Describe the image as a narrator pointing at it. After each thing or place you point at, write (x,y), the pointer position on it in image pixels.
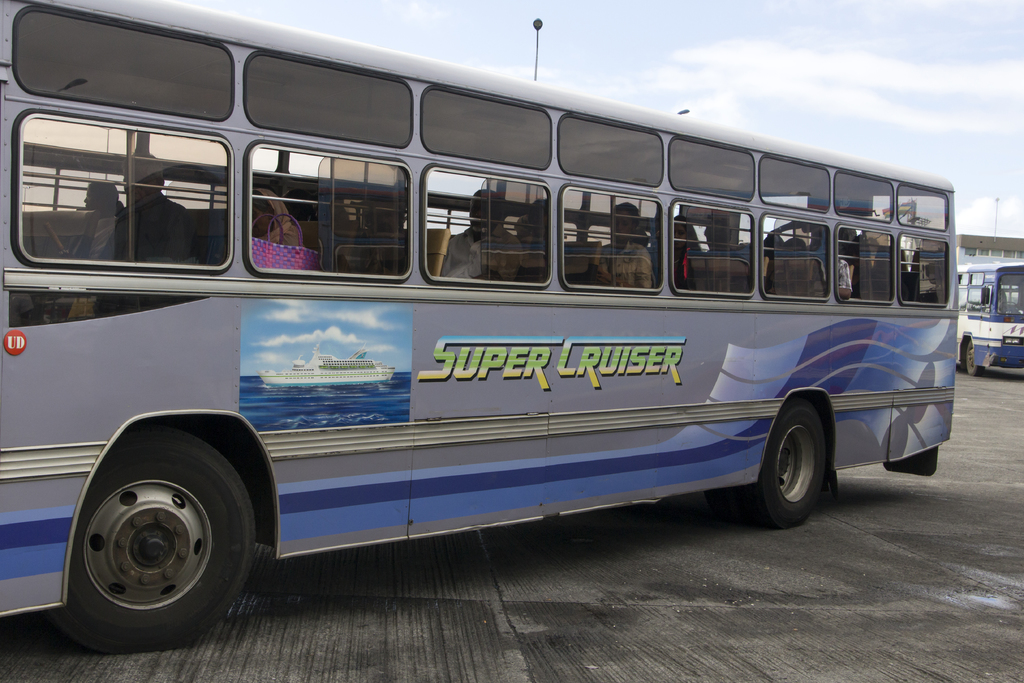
In this picture we can see a few people (727,231) in the vehicle (705,236) visible on the road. We can see a bus (982,324), a building (1008,250) and the cloudy sky (735,72).
